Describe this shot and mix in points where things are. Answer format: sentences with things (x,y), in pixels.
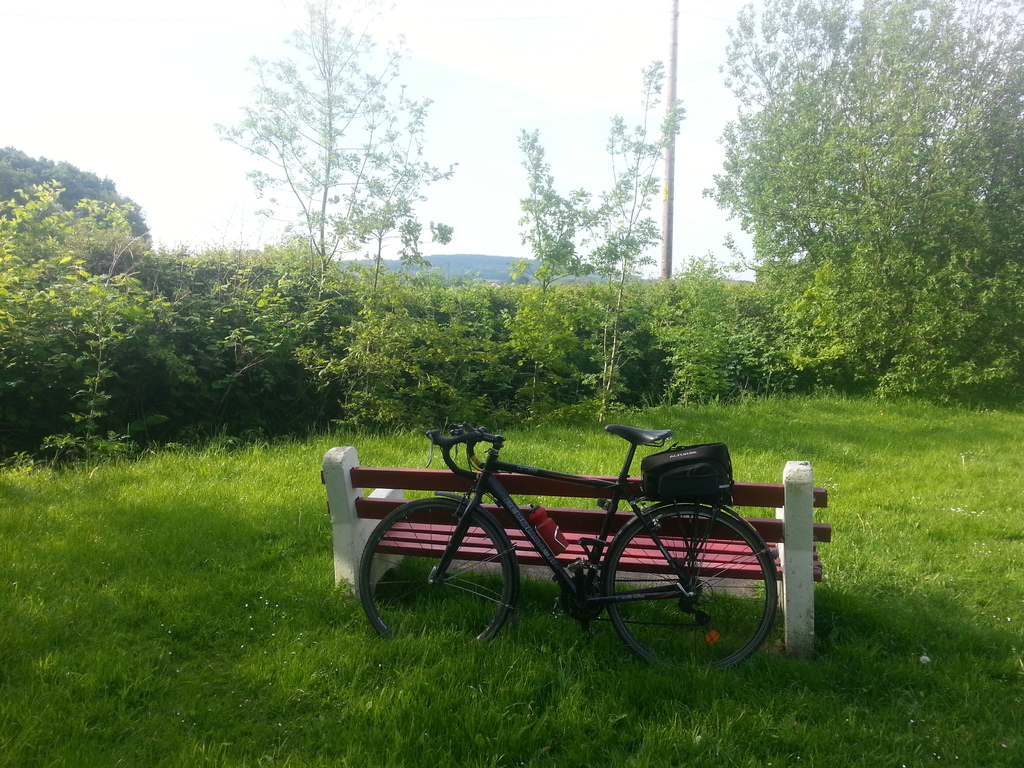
In the image we can see the bench (582,520) and the bicycle (559,566). Here we can see the grass (251,602), plants (325,342) and trees (899,253). We can even see the pole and the sky (440,145).
